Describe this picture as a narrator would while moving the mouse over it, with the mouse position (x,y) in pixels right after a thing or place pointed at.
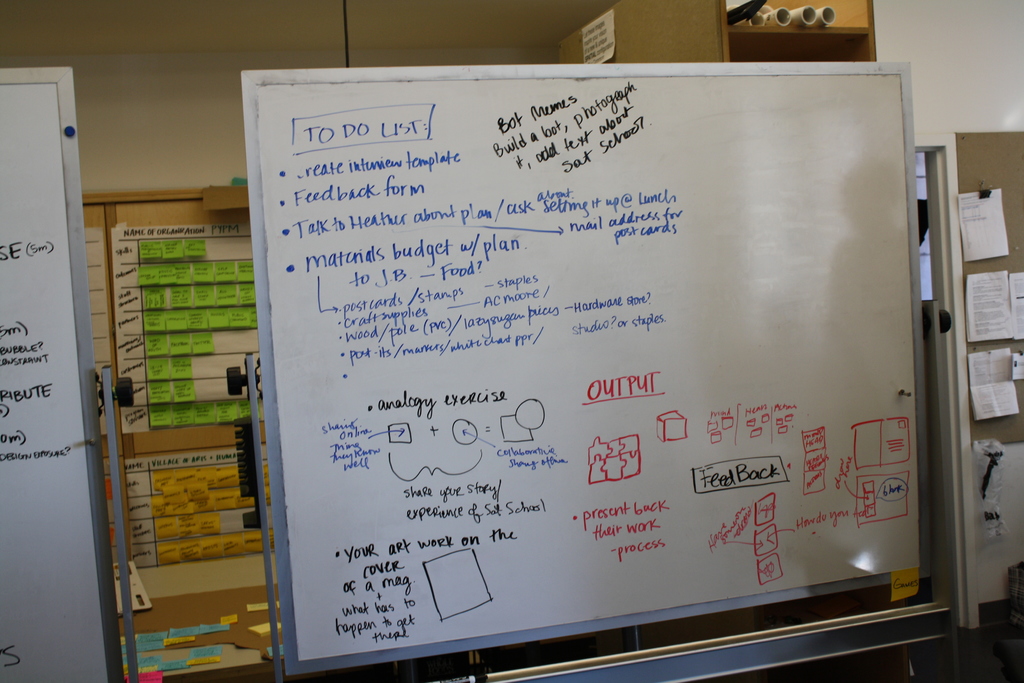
In the image in the center (549,404), we can see the boards (61,413) and notes (1007,318). And we can see something written on the board (421,379). In the background (445,44) there is a wall (453,45), notes (188,491), charts (138,513) and a few other objects (708,25).
